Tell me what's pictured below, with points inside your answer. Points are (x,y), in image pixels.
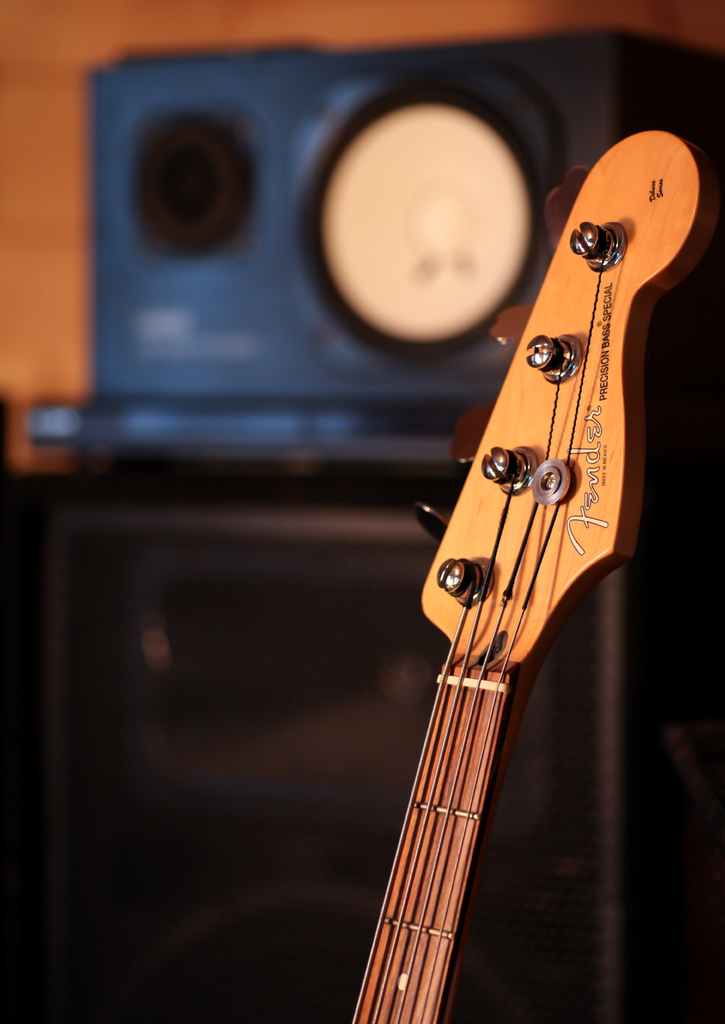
In this picture there is a guitar (504,607) and at the back (339,216) there are speakers (318,491) and there is a wall (64,309). There is a text (597,498) on the guitar (575,544).
